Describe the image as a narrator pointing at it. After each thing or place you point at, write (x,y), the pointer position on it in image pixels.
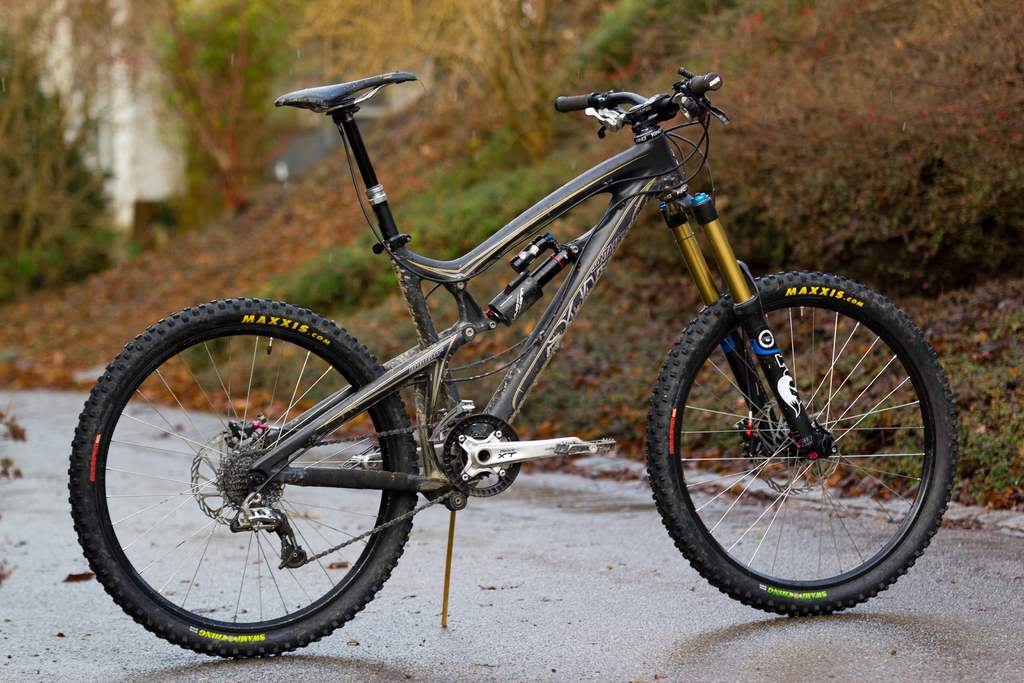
In this image I can see a black colour bicycle (479,322). On these wheels (300,317) I can see something is written. In the background (251,181) I can see few trees (58,195), grass (986,338) and I can see this image is little bit blurry from background (490,29).
